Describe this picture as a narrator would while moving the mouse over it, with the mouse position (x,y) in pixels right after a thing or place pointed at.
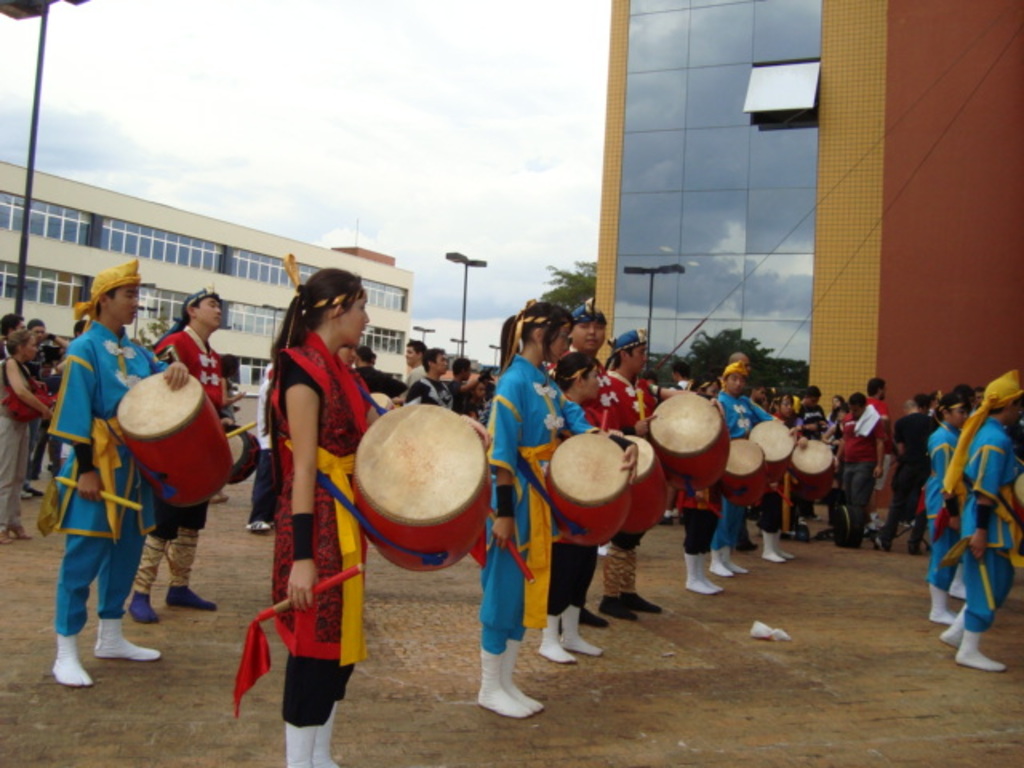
In this image i can see few people (306,405) playing musical instrument (665,412) at the back ground (707,108) i can see a building (687,273), a pole (477,263) and a sky (472,286).
